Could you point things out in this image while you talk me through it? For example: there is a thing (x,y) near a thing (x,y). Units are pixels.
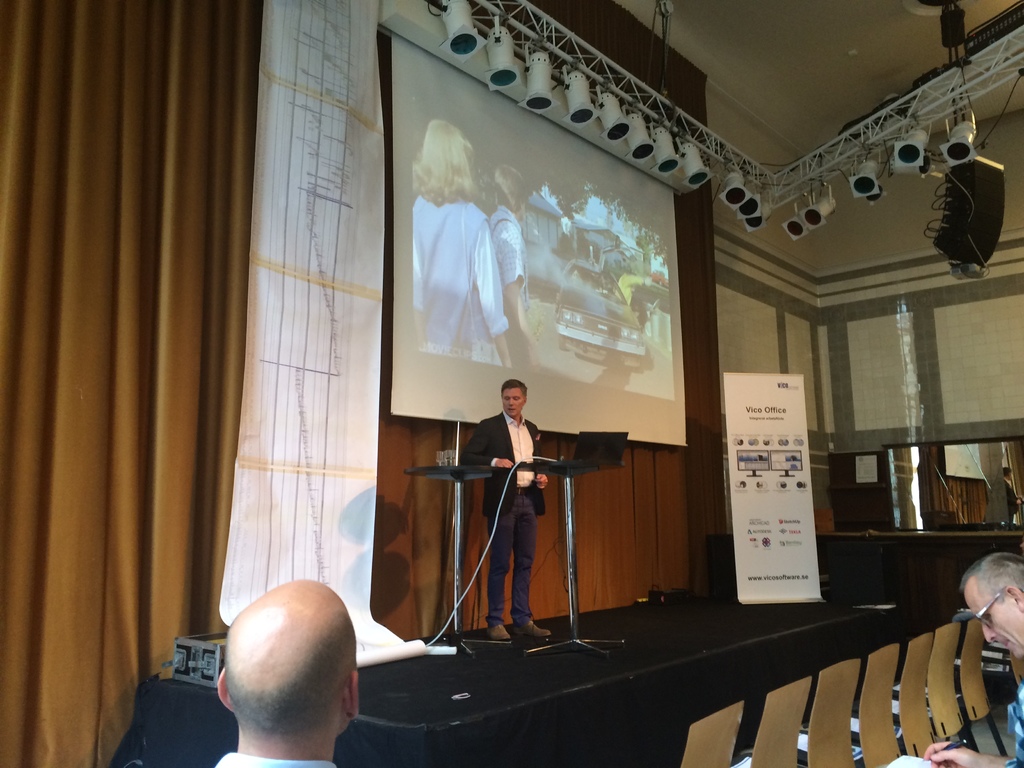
In the picture we can see a man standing in a blazer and in front of him we can see a laptop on the desk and behind him we can see the screen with a video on it and on the top of it, we can see the lights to the rod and near the stage (660,664) we can see some chairs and two people (337,616).
